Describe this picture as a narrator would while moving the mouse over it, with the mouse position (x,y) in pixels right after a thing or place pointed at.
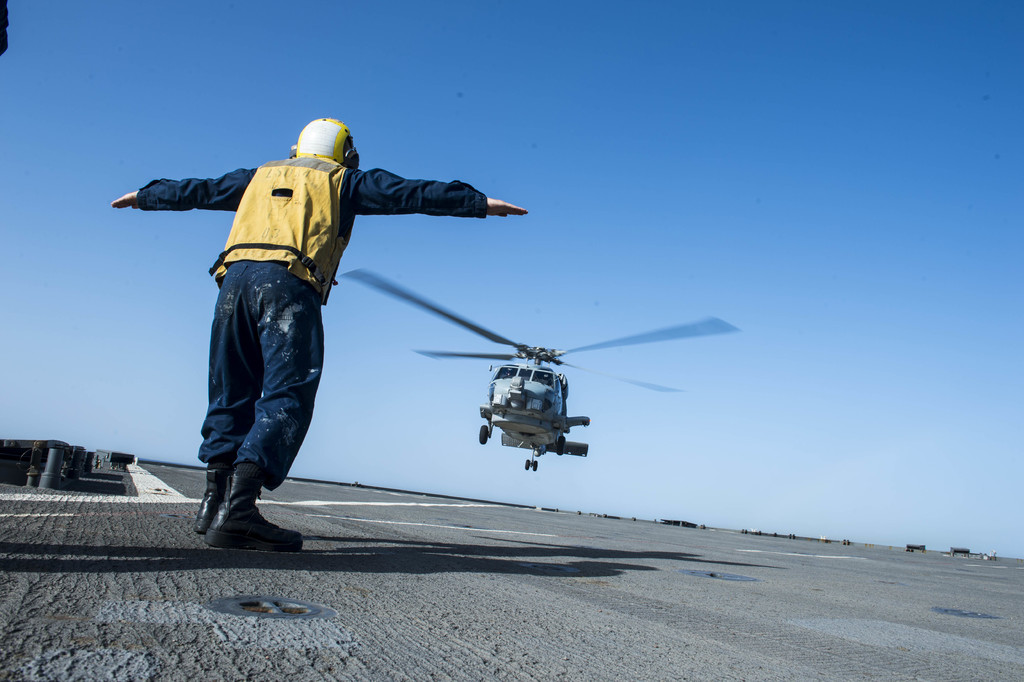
In this picture we can see one helicopter (540,410) is flying over the deck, in front (314,224) one person (289,407) is standing and stretching hands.
